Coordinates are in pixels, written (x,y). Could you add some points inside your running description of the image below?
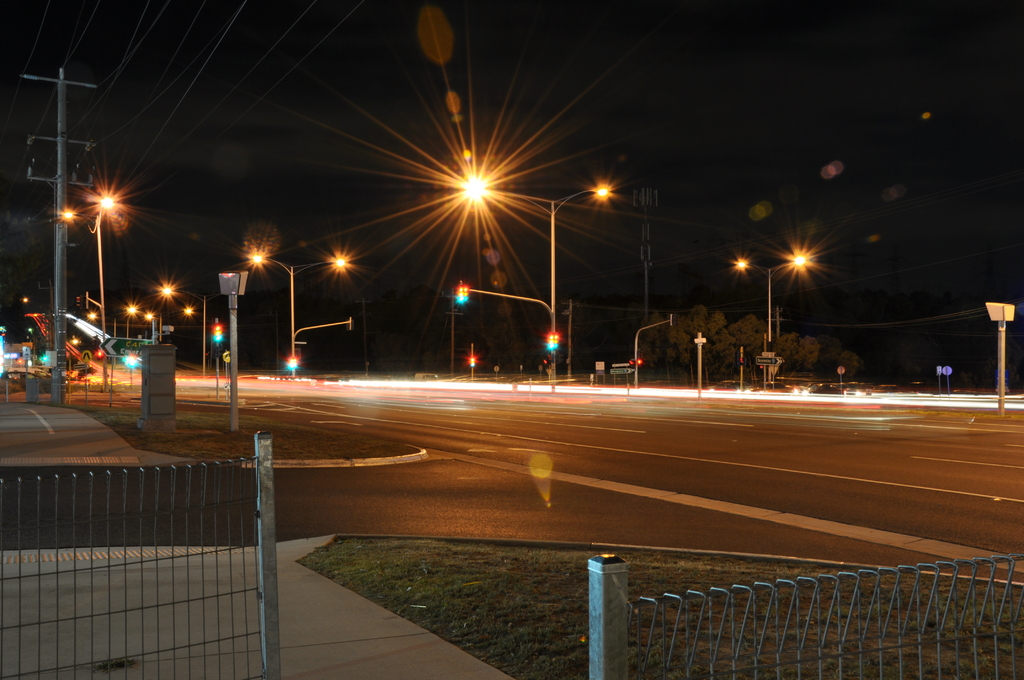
In this image we can see a road (545,411) and on the road (559,419) we can see a group of pole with lights (555,348). Behind the road (661,397) we can see a group of trees (682,378). On the left side (63,314) there are electric poles (89,143) with wires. In the foreground (418,571) we can see fencing (604,589) and the grass (498,562).
